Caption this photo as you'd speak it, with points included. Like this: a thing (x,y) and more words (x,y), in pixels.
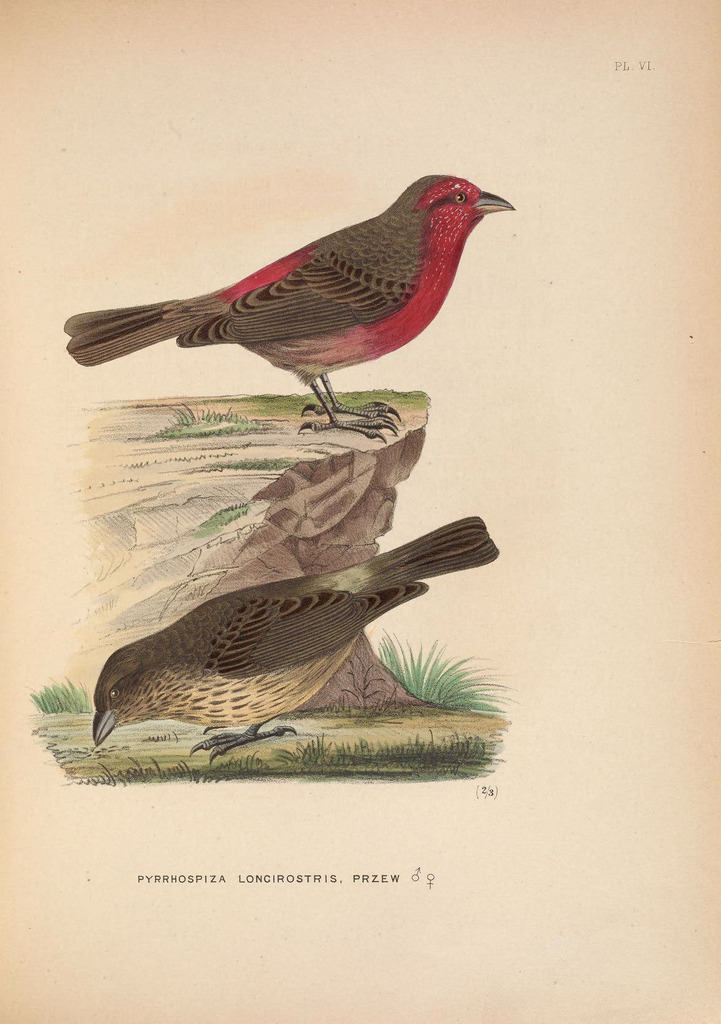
In this image we can see drawing (224,551) of two birds (204,296). One bird (383,409) is on the wall (328,478) and another bird (244,664) is on the ground (282,719). At the bottom (332,882) something is written.
